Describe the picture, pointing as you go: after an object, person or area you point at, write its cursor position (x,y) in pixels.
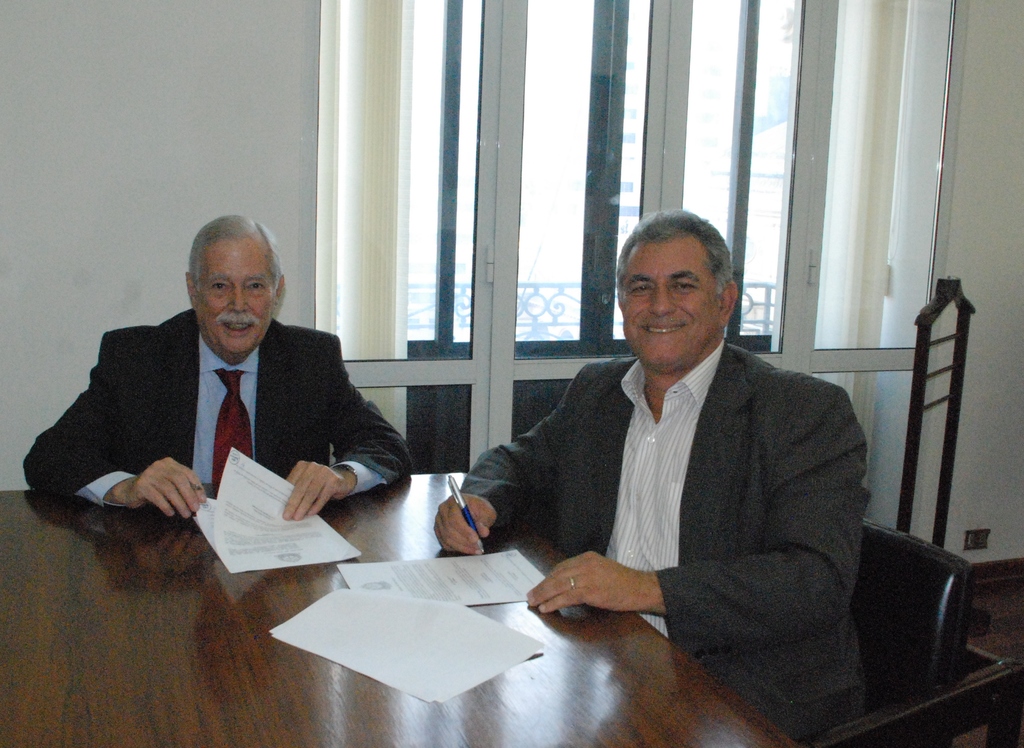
In this image I can see two men (652,458) are sitting on chairs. I can also see smile on their faces (679,294). On this table (538,696) I can see few papers (482,556) and he is holding a pen (473,530).
